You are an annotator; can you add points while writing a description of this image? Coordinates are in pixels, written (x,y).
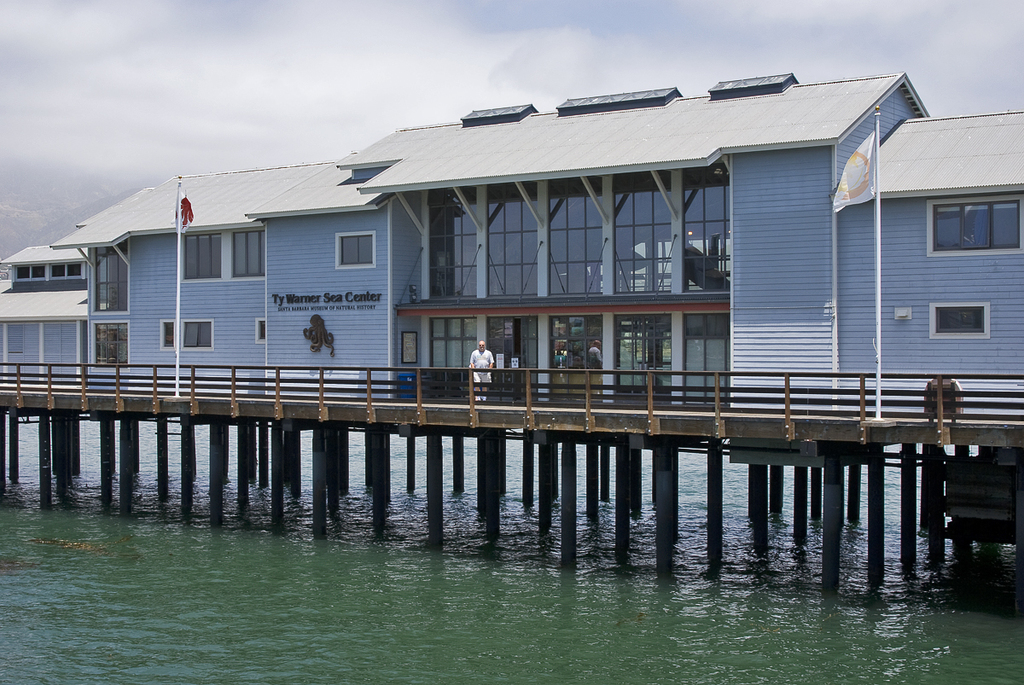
In this picture there are buildings (465,217) and there is text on the wall (312,312). In the foreground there is a man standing behind the railing (486,377) and there are flags (861,150). At the top (281,52) there is sky (583,59) and there are clouds (466,71). At the bottom (585,573) there is water (716,580). On the left side of the image (12,216) it looks like a mountain (69,194).
